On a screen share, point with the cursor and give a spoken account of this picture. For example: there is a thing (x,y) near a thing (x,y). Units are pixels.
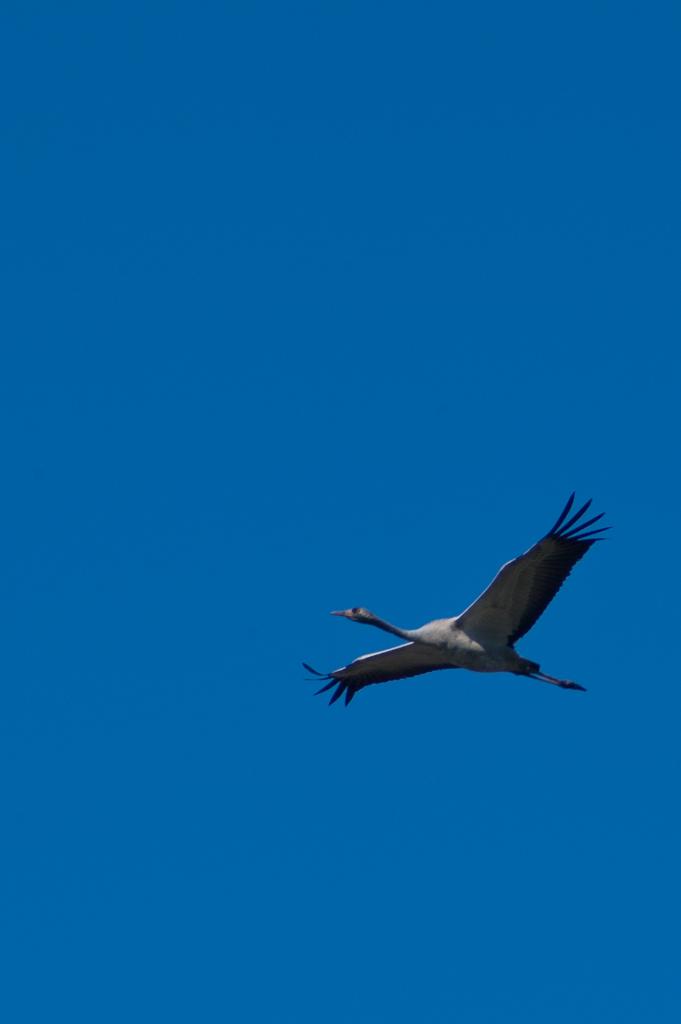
In this image we can see a bird (397,682). In the background (371,584) we can see the sky (370,803).
